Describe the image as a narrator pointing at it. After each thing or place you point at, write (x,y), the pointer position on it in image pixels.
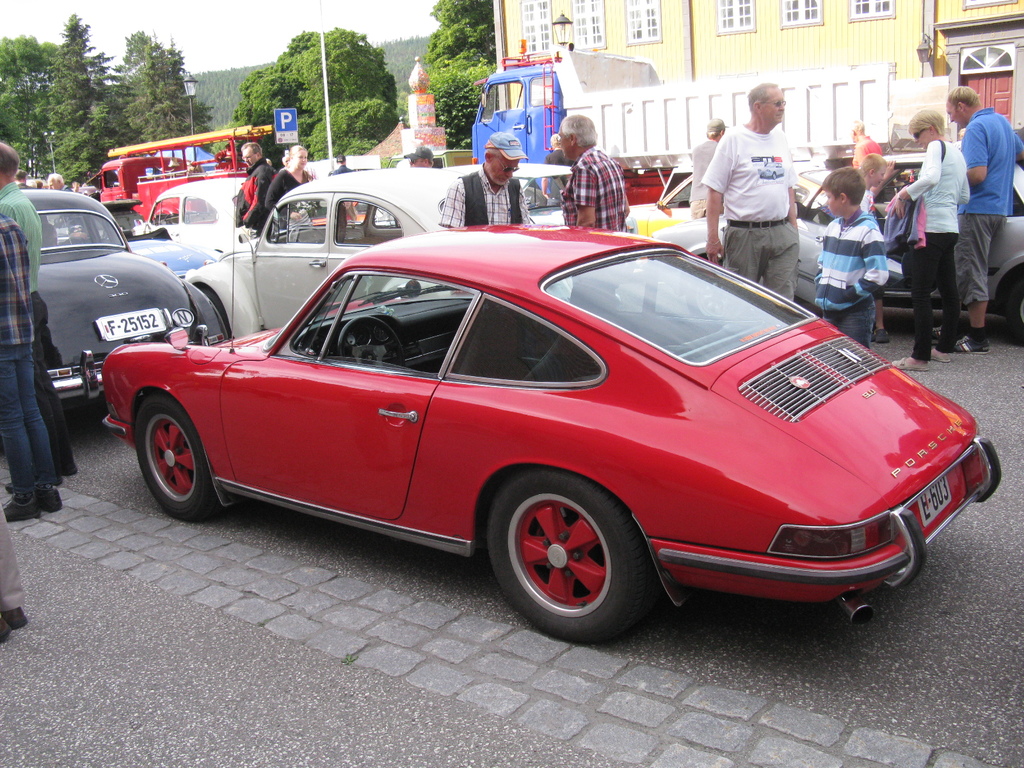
In the picture I can see vehicles (491,253) and people (864,293) standing on the road (943,376). In the background (40,4) I can see a building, trees (257,111), the sky (93,33), poles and some other objects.
